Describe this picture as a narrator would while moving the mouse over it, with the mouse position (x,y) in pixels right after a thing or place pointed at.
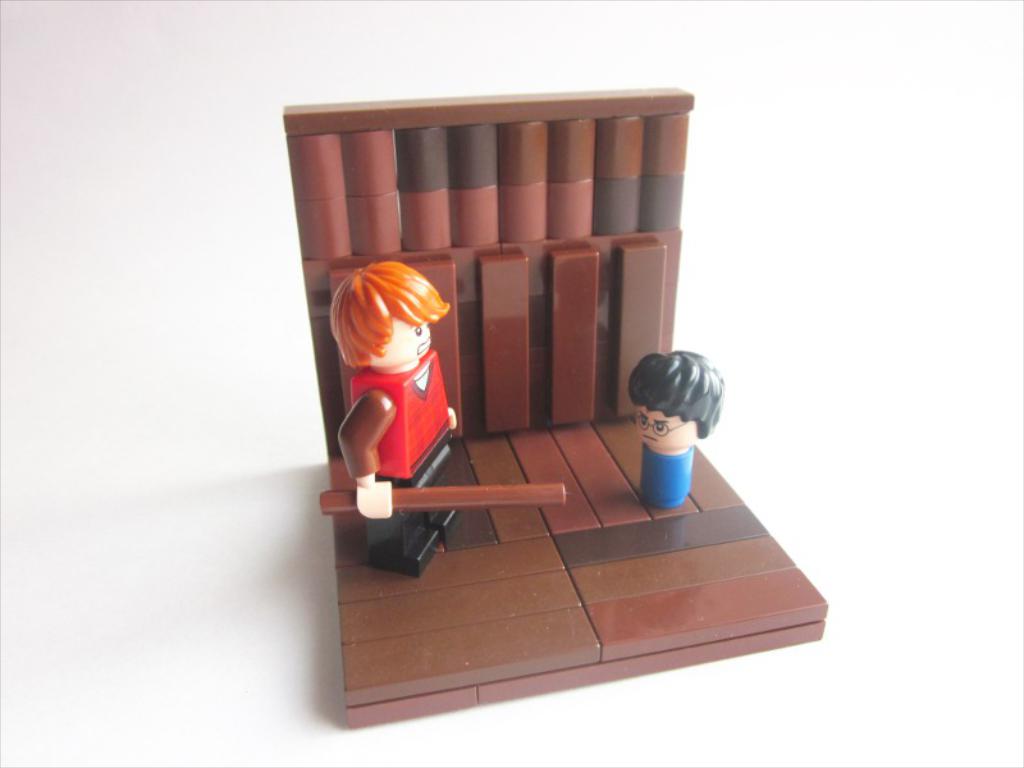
In this picture there is a toy (556,364) made up of blocks (502,410). On the blocks (526,475), there are two toys (390,495). One of the toy (359,456) is holding a stick (463,498).
